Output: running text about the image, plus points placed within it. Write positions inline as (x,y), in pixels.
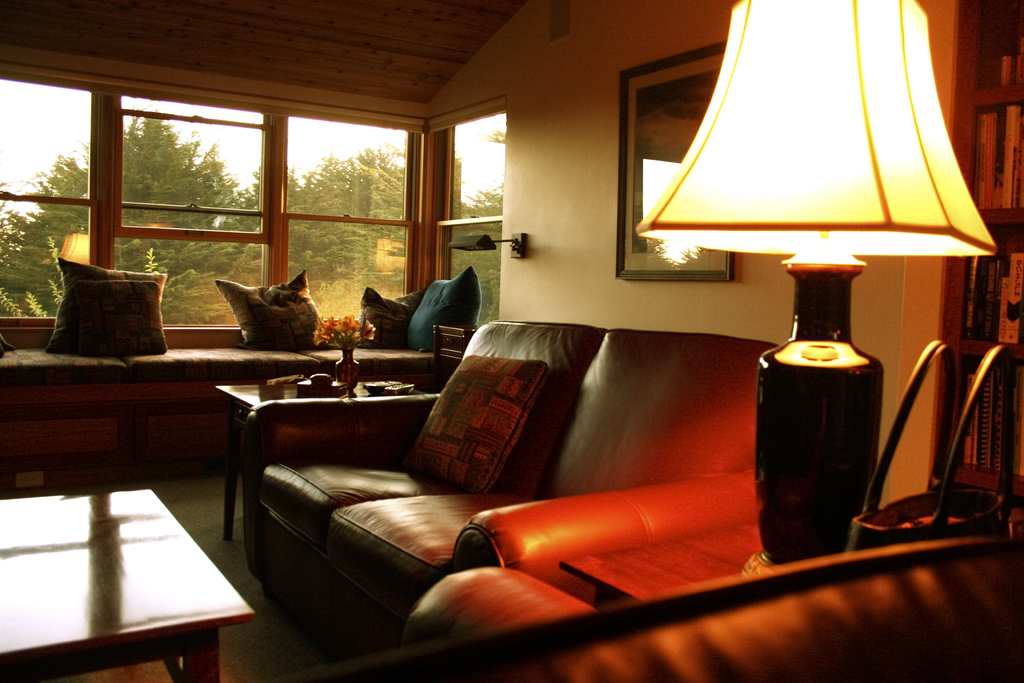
This is a picture of a hall (283,348) in a house (457,62). In the foreground of the picture (797,570) there is a couch (683,619). On the right (728,545) there is a table (726,546), on the table (687,560) there is a lamp (827,475) and a handbag (941,502). To the right (1010,231) there is closet (992,73) and books (1008,146). On the left (101,598) there is a table (146,518). In the center of the picture (517,447) there is a couch (563,427) and a frame (638,261). On the left (252,348) there is another couch (78,375) and pillows (256,334) and table (254,388), on the table (273,396) there are few objects (323,392). In the background (210,170) there is a window (244,172), through the window (235,204) we can see trees (315,204) and sky (53,113).
